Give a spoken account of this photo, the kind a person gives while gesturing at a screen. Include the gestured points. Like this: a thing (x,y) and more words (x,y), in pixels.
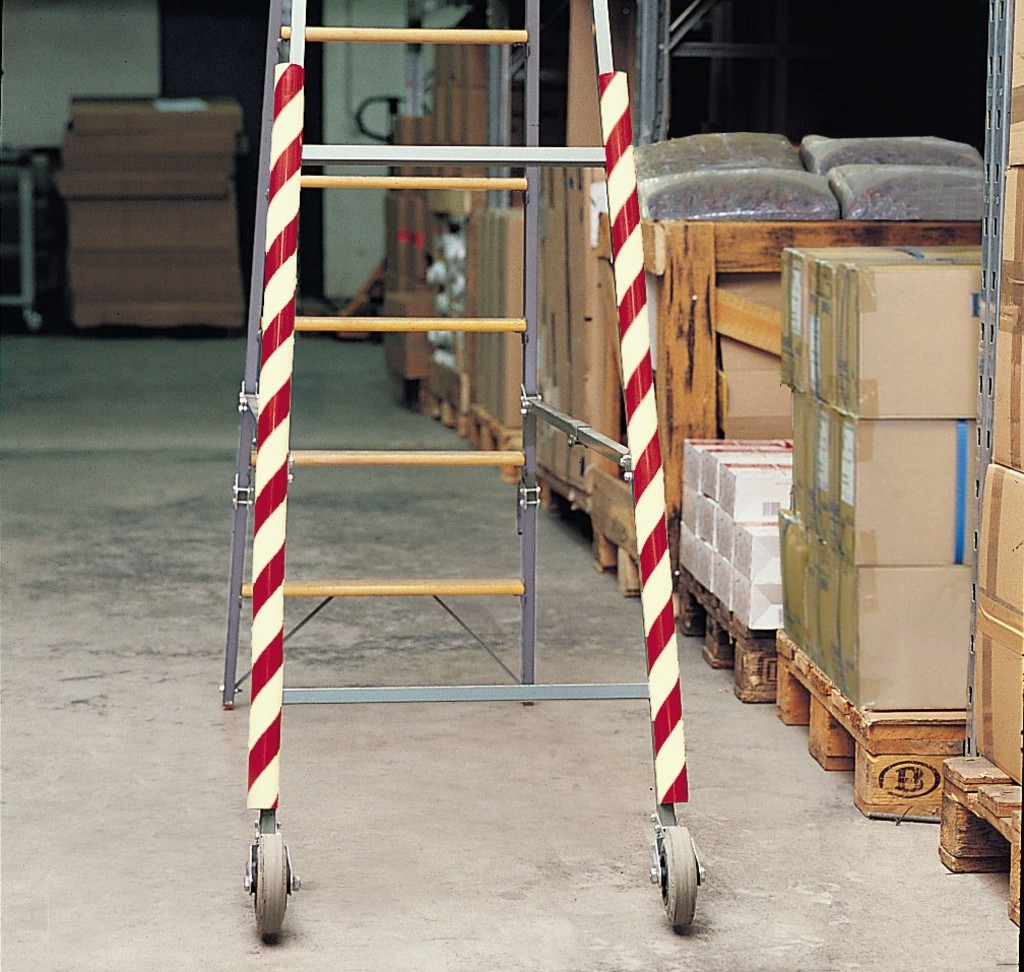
In the center of the image (350,588) we can see a ladder (265,330). In the background (872,339) there are cardboard boxes (814,351) and a wall (106,74).
